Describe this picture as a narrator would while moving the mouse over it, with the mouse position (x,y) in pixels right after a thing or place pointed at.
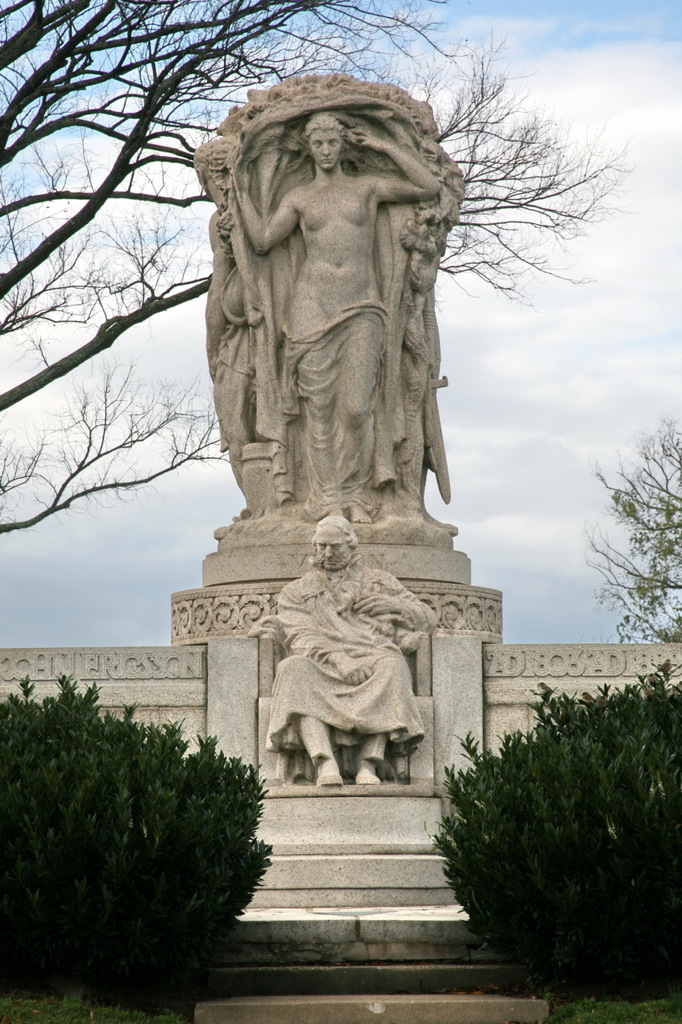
In this image, we can see two statues (324,193) and there are two green color plants (596,887), there are some trees (34,126), at the top (626,70) there is a sky (620,223) which is cloudy.
